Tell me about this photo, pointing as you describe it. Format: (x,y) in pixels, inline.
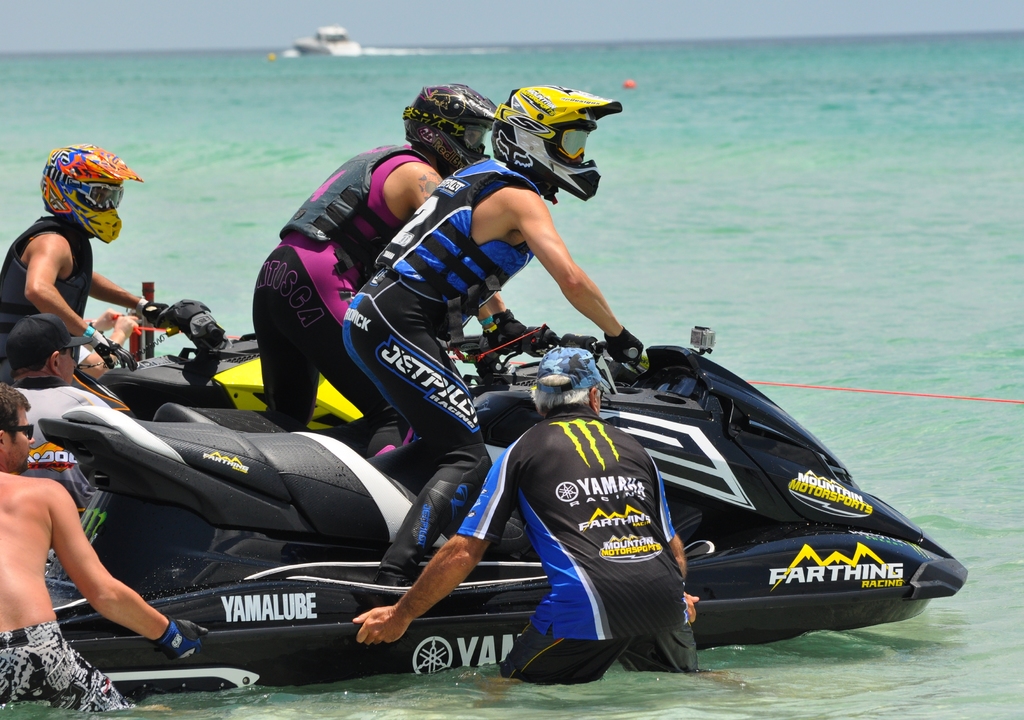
There are persons (351,210) in different color dresses (393,231) riding boats (784,513) on the water (1018,183) of an ocean (726,150) near two persons (571,456) who are holding the boat (203,605). In the background (366,25), there is a white color boat (306,52) on the water (428,71) and there is sky (268,12).
